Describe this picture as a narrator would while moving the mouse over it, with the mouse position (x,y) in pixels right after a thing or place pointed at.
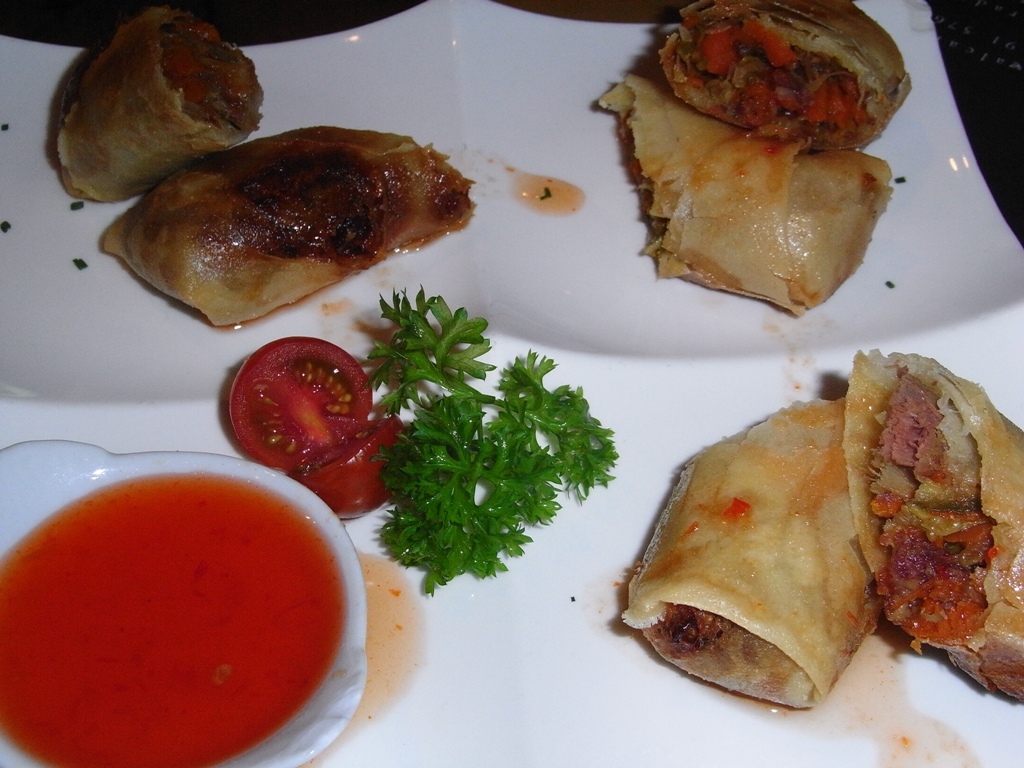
In this image we can see some food (817,502) on the plate (438,636). There is some sauce (204,620) in a bowl (210,625) at the left side of the image (247,654).
